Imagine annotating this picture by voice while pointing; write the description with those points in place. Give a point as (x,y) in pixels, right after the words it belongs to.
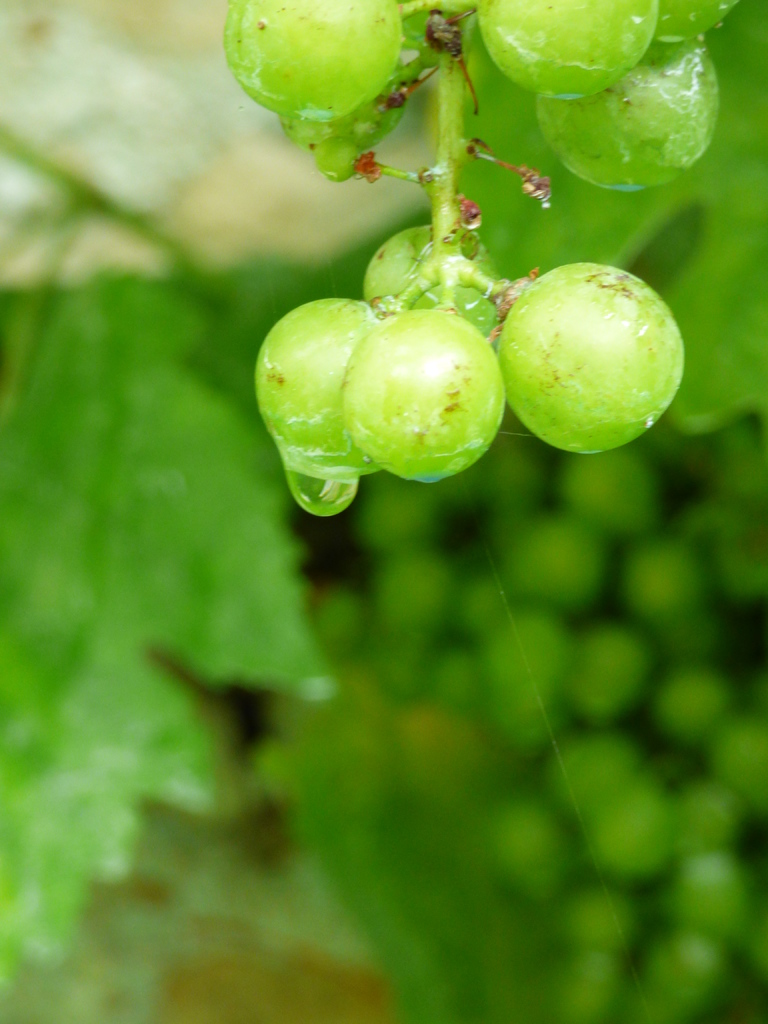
In this picture, we see fruits (456,305) which look like grapes (517,3). At the bottom of the picture (259,711), it is in green color. This picture is blurred.
